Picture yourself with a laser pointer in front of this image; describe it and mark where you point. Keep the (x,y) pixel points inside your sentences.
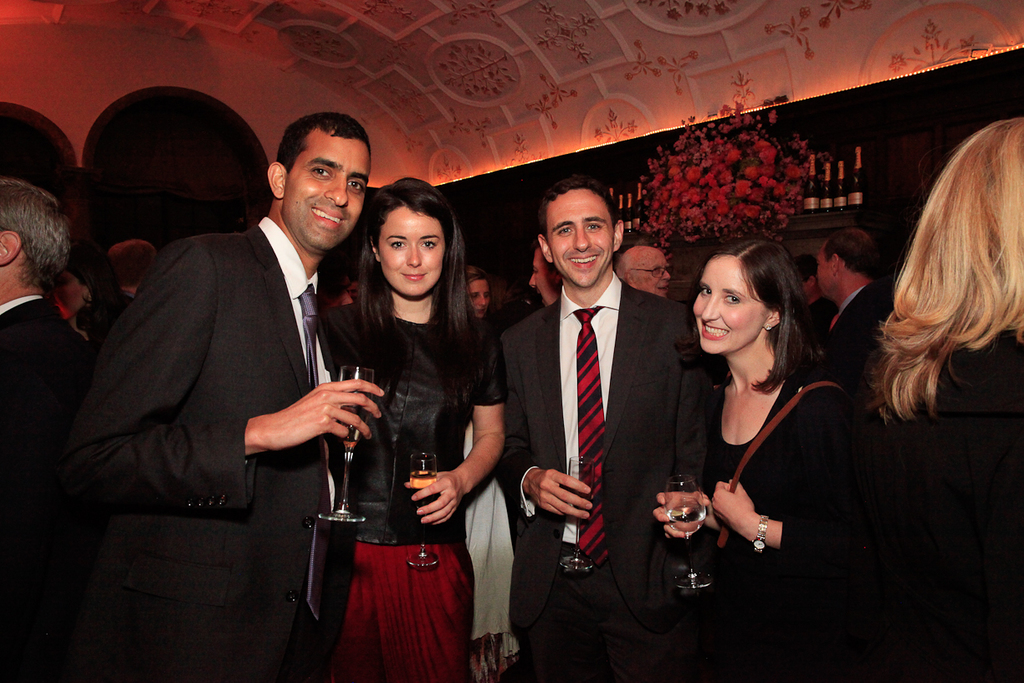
As we can see in the image there are few people (737,340) wearing black color dresses (199,281) and holding glasses (693,510). There is a wall (69,187) and flowers (679,182).
